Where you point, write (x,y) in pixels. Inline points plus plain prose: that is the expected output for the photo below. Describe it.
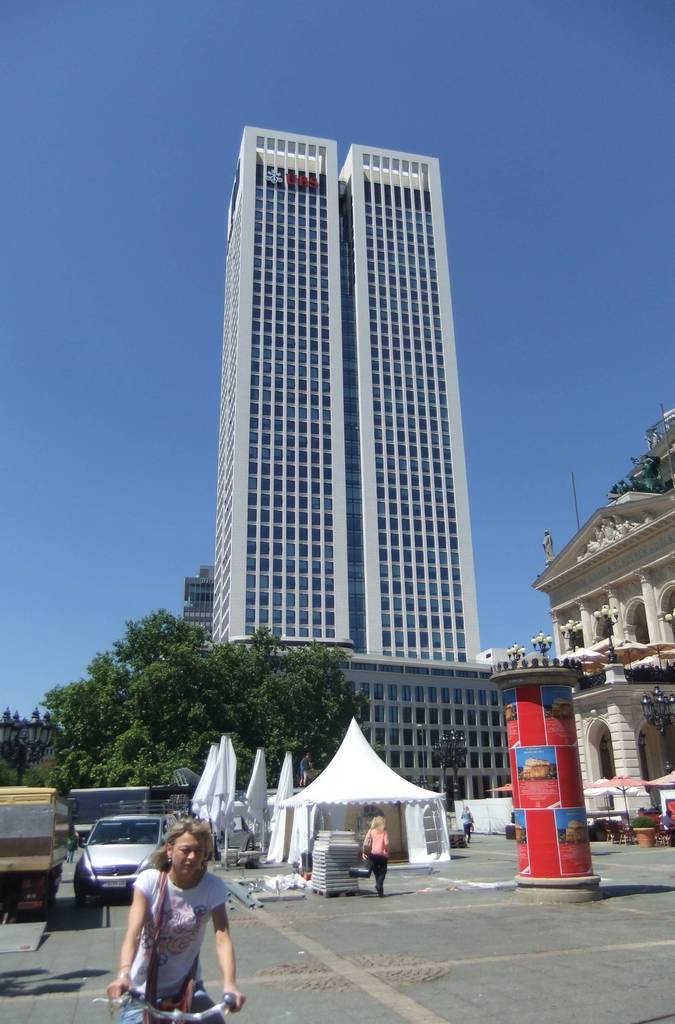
The picture is clicked outside a city (304,805). In the foreground of the picture (211,819) there are tents (296,812), vehicles (21,845), people (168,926), a woman (163,969) riding bicycle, plants (637,825) and other objects (234,754). In the center of the picture (289,564) there are buildings (377,586), street lights (38,732) and other objects (528,693). Sky (57,105) is sunny.
